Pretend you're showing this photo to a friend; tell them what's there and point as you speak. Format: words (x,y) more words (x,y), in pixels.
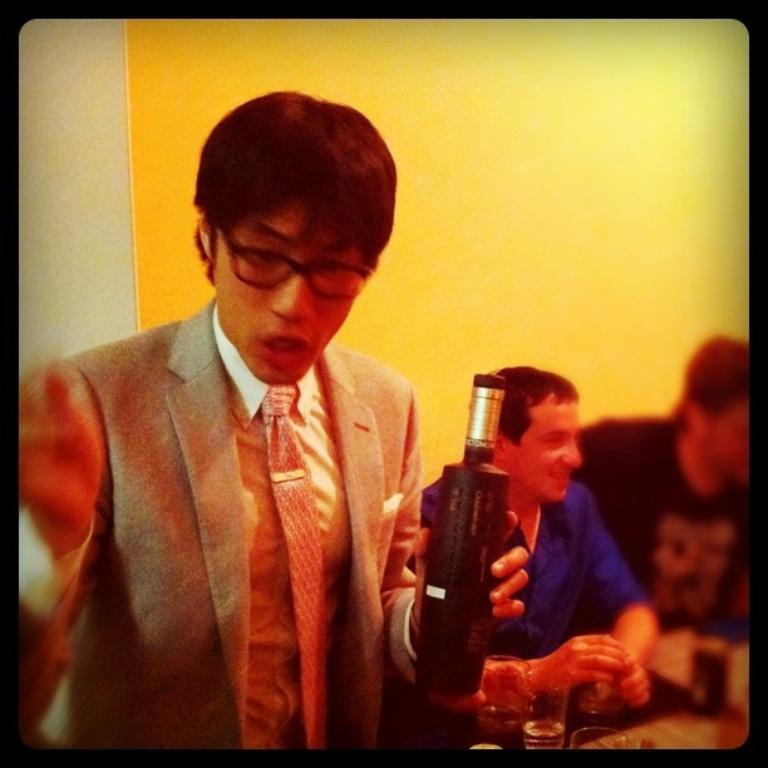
This picture describes about group of people (519,489), few are seated, in the left side of the given image we can see a man (296,505), he wore spectacles (294,271) and he is holding a bottle (438,518) in his hand (519,564).
